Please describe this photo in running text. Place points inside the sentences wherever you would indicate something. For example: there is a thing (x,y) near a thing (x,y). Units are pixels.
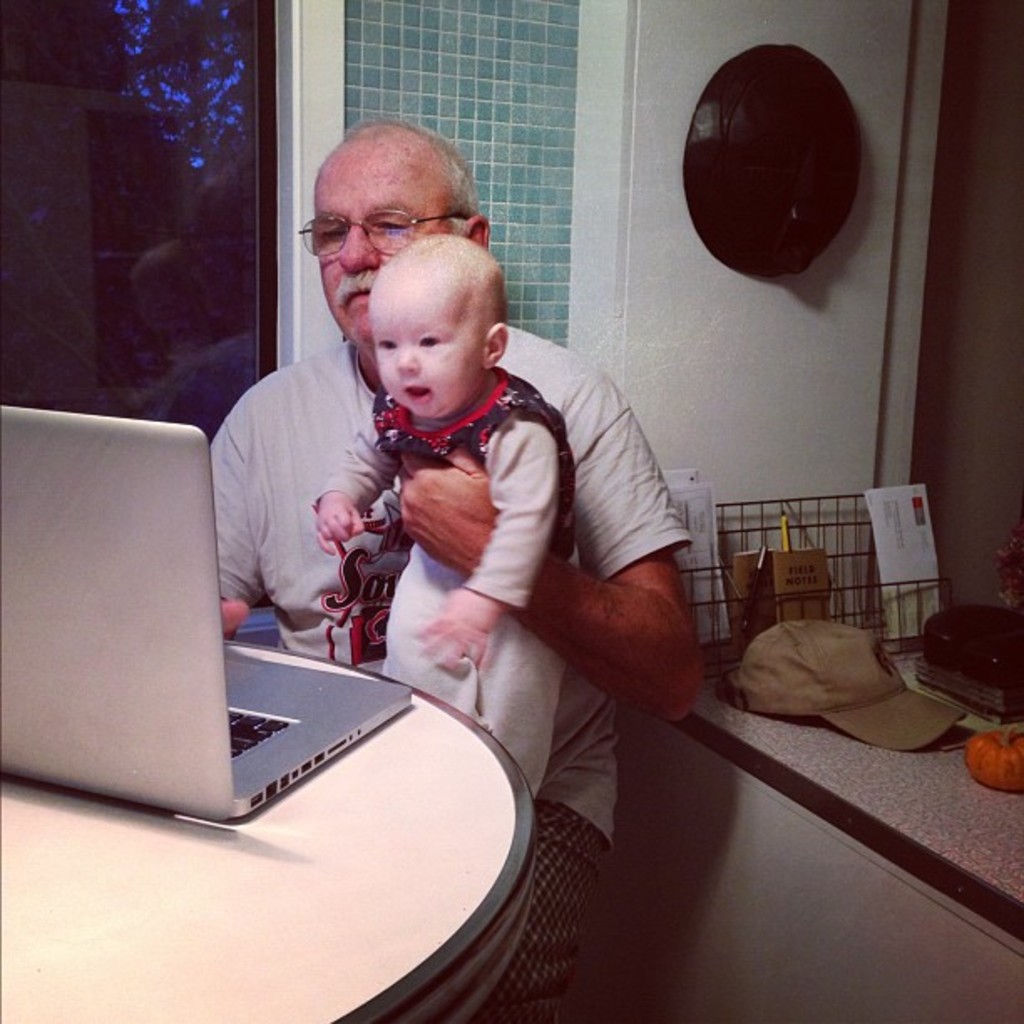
There is a man (443,524) holding kid (426,403) in his hand (421,503). On the table (336,812) we can see a laptop (131,743). In the background (151,187) there is a window (151,222), wall (636,254) and a cap (835,712).
